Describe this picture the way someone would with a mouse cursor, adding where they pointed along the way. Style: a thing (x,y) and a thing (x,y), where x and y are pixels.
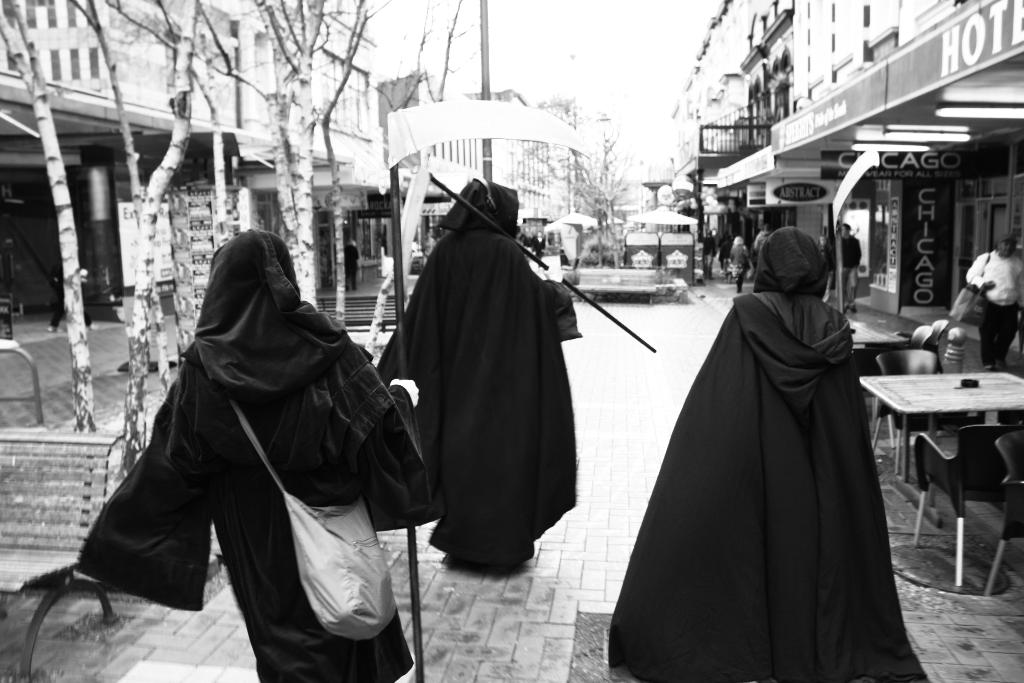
3 people (728,477) are walking on the pavement (574,575). Beside them there are chairs (895,418) and table (925,402) and there are shops (894,229) at here right side of an image (916,241) there is a tree (300,153).
